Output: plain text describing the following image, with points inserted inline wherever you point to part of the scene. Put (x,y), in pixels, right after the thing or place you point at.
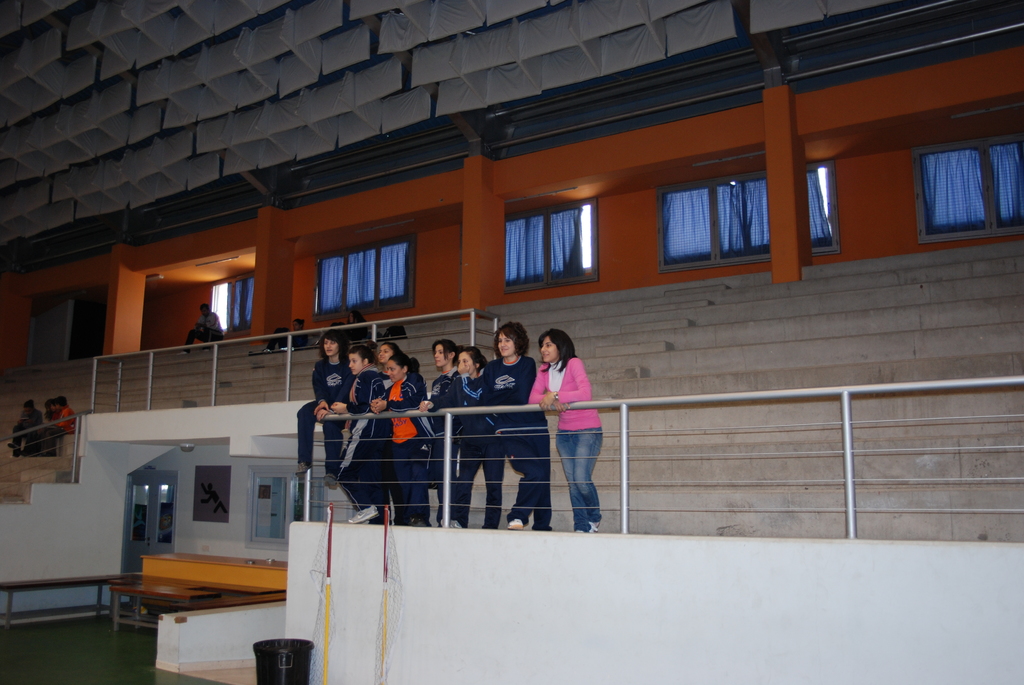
In the center of the image (507,353) we can see many persons (388,390) standing at the stairs (553,455). On the left side of the image (22,426) we can see persons (62,400) sitting on the stairs (57,390). In the background (803,212) we can see pillars (471,262), stairs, windows (673,238) and curtains (520,243). At the bottom of the image (140,577) we can see door (146,489), bench (79,578) and table (136,590).
